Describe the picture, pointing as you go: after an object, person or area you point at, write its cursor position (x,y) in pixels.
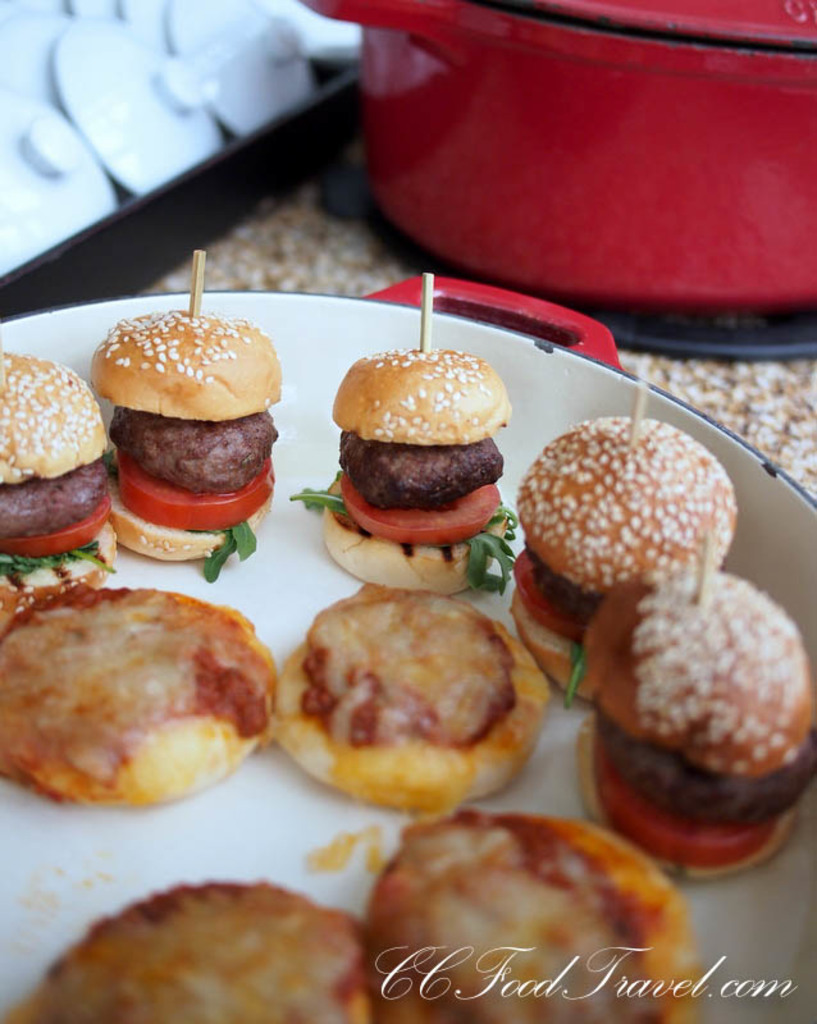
In this picture I can see an utensil (746,441) in front (743,933) and in it I can see few burgers (520,599) and in the background (184,24) I can see few more utensils (373,115). On the right bottom corner of this picture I can see the watermark (403,966).
